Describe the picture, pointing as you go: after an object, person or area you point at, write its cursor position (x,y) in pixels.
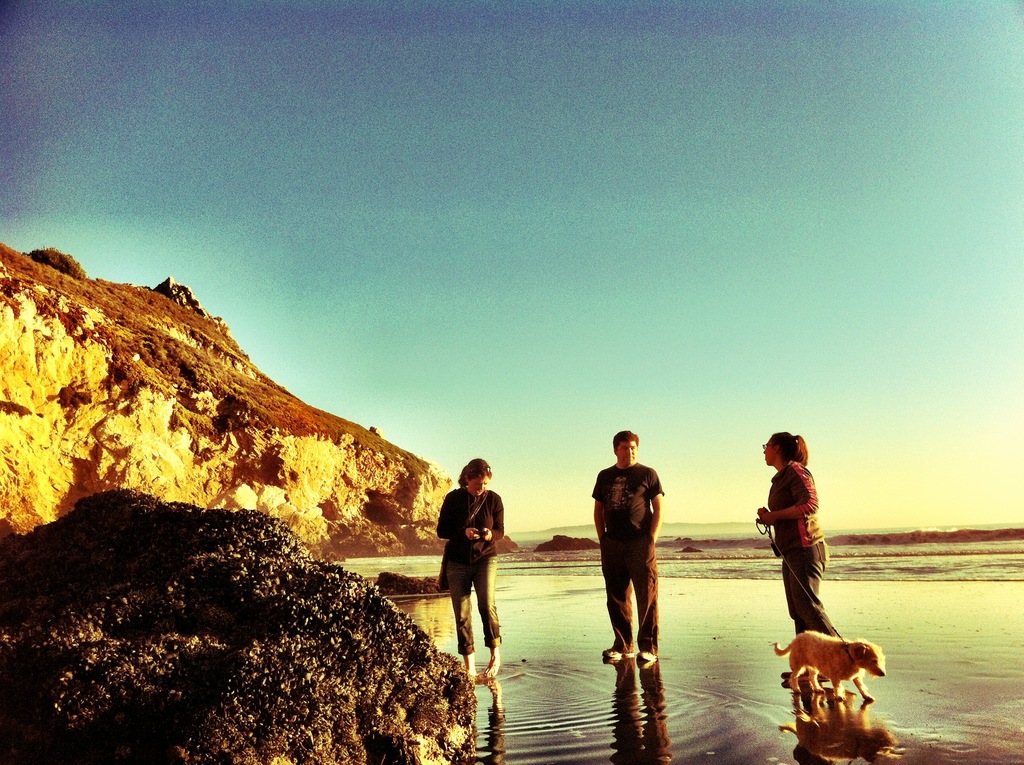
In this image there is a stone (274,652) in the front (266,642) and in the center (482,490) there are persons (620,553) standing and there is a dog (842,650). In the background (145,346) there is water (730,545) and there is a mountain (105,317).
